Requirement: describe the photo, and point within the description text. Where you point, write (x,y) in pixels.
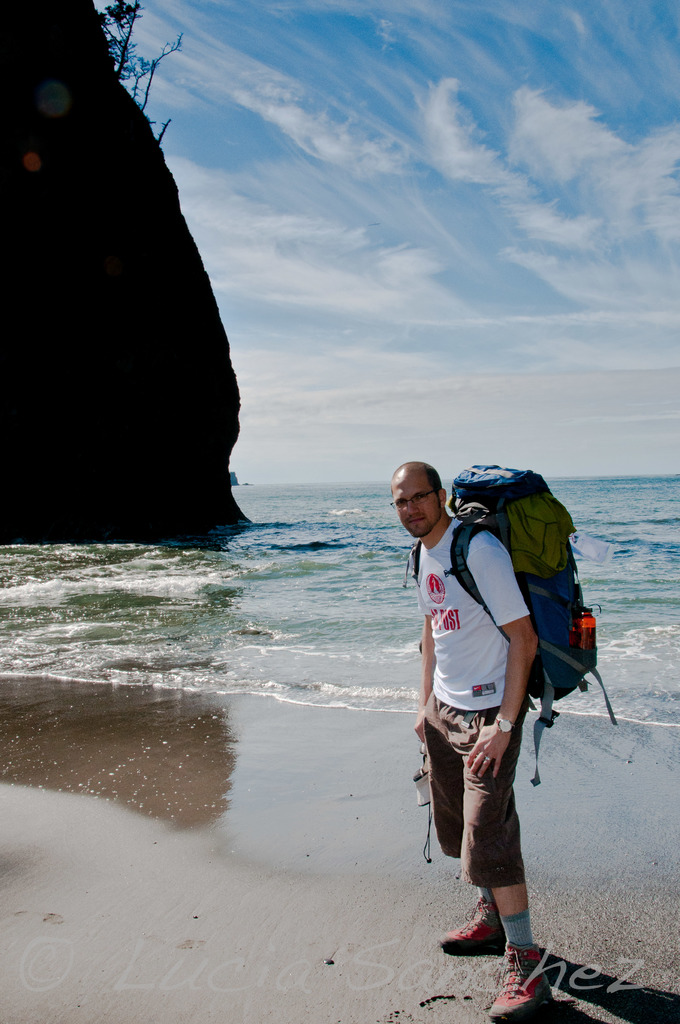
In this picture I can see a man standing with a backpack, there is a hill (99,101), there are trees (111,58), there is water (285,546), and in the background (457,315) there is sky (334,326) and there is a watermark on the image.
